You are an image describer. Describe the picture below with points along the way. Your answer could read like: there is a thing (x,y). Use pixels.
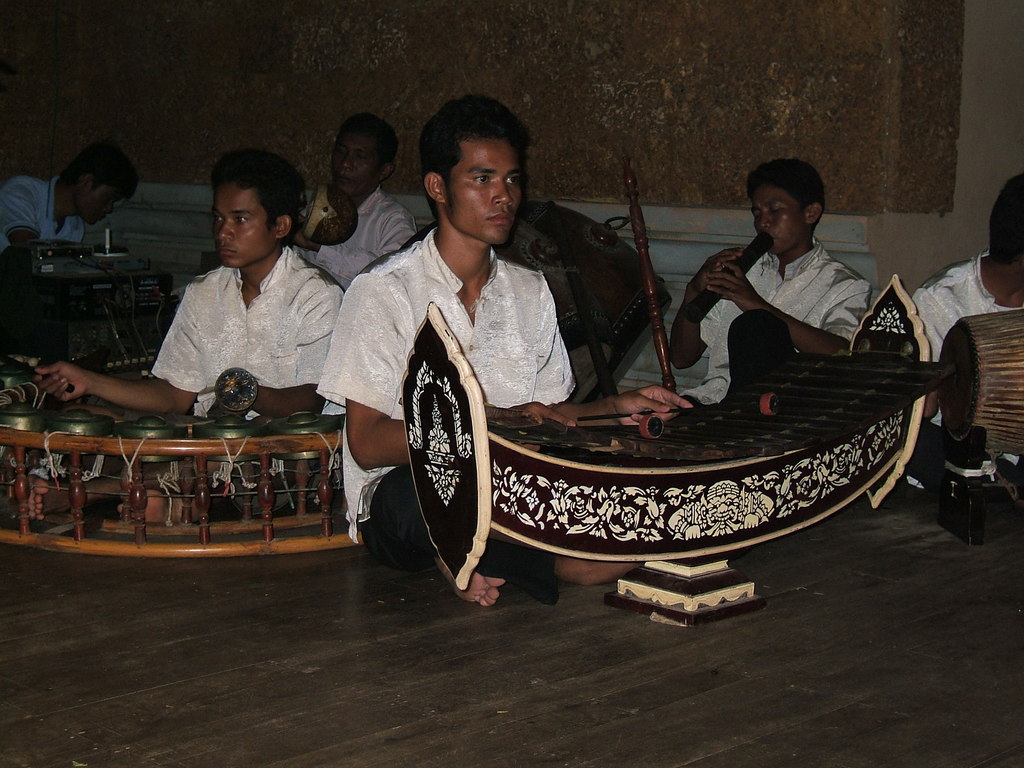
In this picture there are group of people (758,264) sitting and playing musical instruments (859,339). At the back (975,61) there is a wall (547,190). At the bottom (676,705) there is a floor (949,709).
